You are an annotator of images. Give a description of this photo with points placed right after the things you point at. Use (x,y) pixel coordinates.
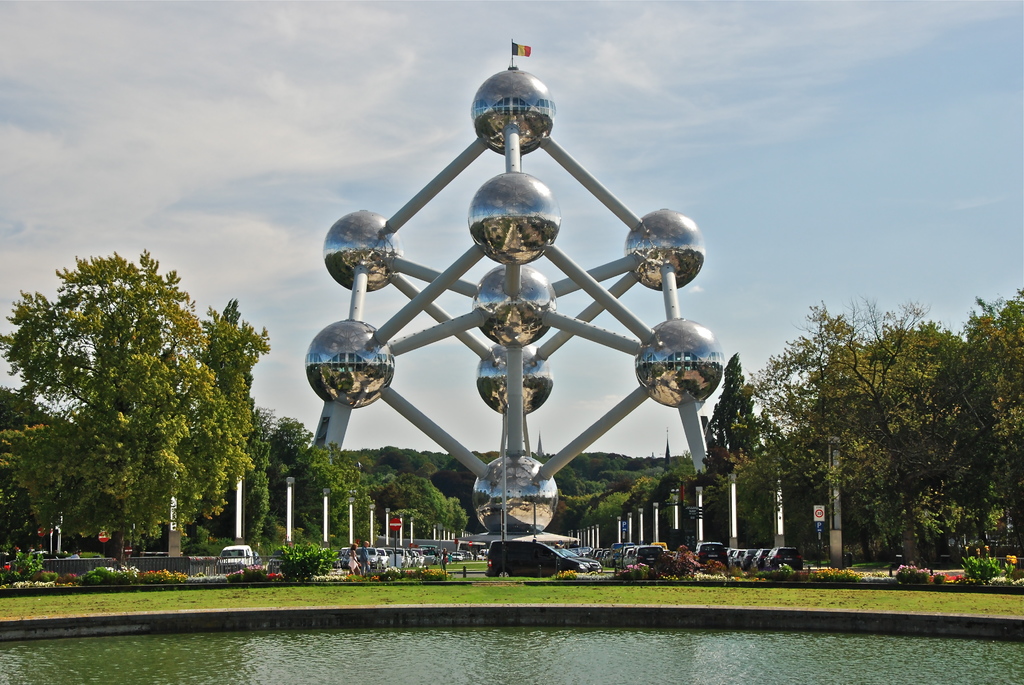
Here there are trees (955,501), here there are vehicles (559,564), this is water (826,637), this is sky (705,179).
